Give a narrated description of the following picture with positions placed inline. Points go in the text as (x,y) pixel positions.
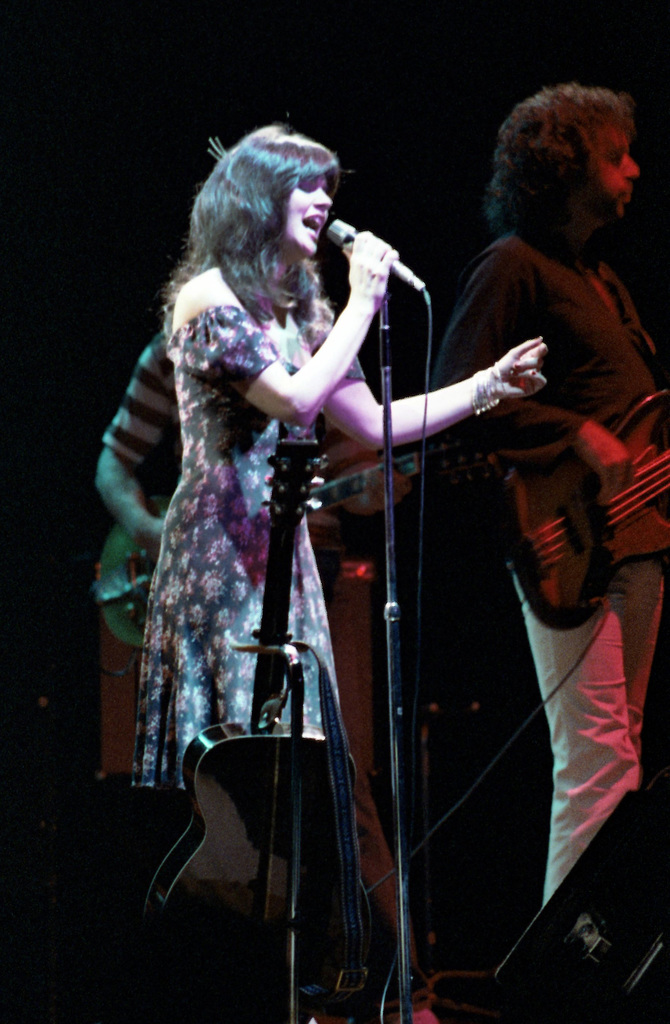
There are three persons (217,288) standing on a stage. They are playing a musical instruments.
